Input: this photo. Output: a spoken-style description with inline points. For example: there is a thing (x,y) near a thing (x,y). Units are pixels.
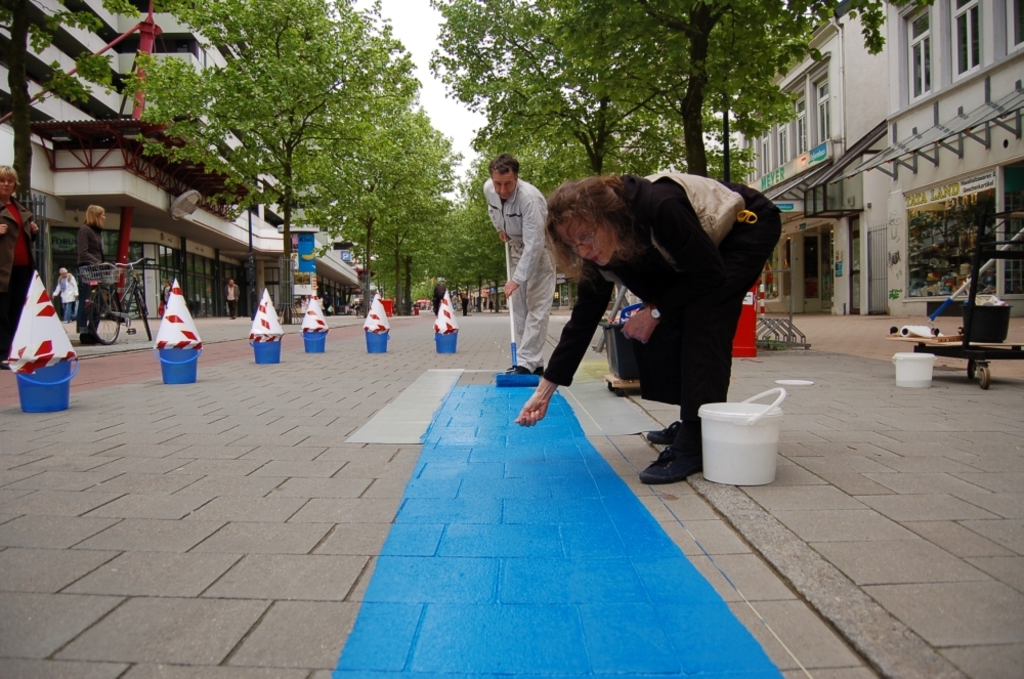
In the picture I can see a woman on the right side (724,358) and she is holding something in her right hand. I can see the plastic buckets (735,431) on the road (742,399) on the right side (735,409). There is a blue color painting (504,455) on the road (553,336). I can see a man (511,279) standing on the road (501,343) and he is holding the paint brush (511,279) in his hands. I can see the blue color buckets (275,357) on the road (283,337) on the left side (42,368). I can see a woman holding a bicycle (112,316). There are buildings (163,228) and trees (533,134) on the left side (65,220) and right side.
